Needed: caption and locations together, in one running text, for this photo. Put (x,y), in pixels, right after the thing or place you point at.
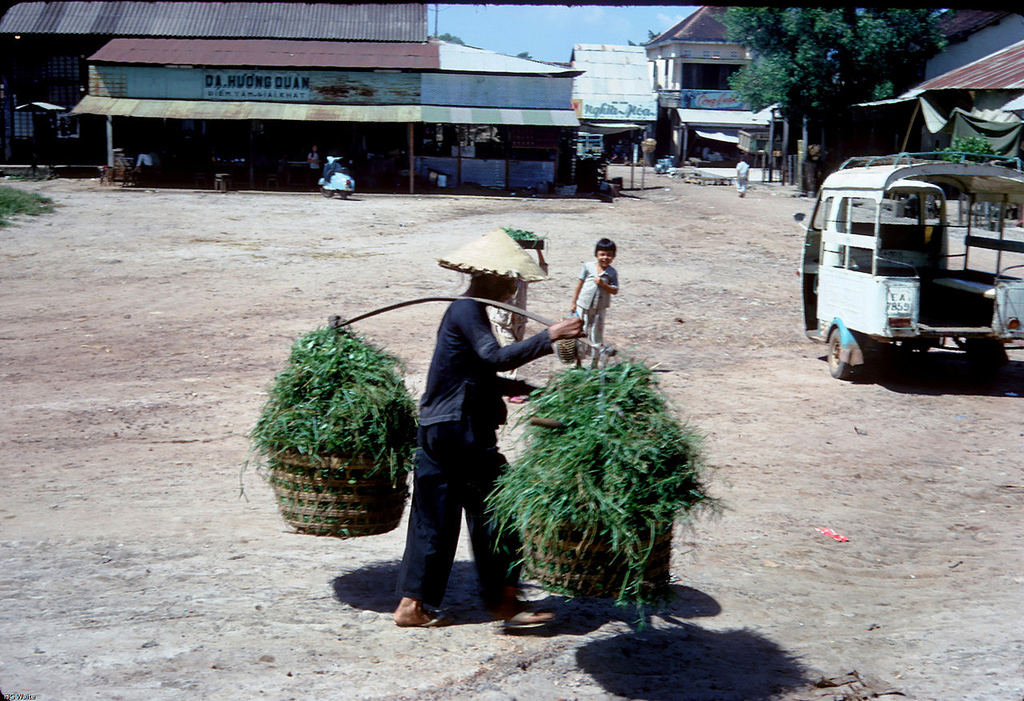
In this image we can see a man (441,379) is walking, he is carrying two baskets (525,432) on his shoulder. Behind him one child (584,281) is standing. Right side of the image (861,249) one vehicle (861,249) is present. Background of the image buildings (509,94) are there and one tree (785,66) is present.
